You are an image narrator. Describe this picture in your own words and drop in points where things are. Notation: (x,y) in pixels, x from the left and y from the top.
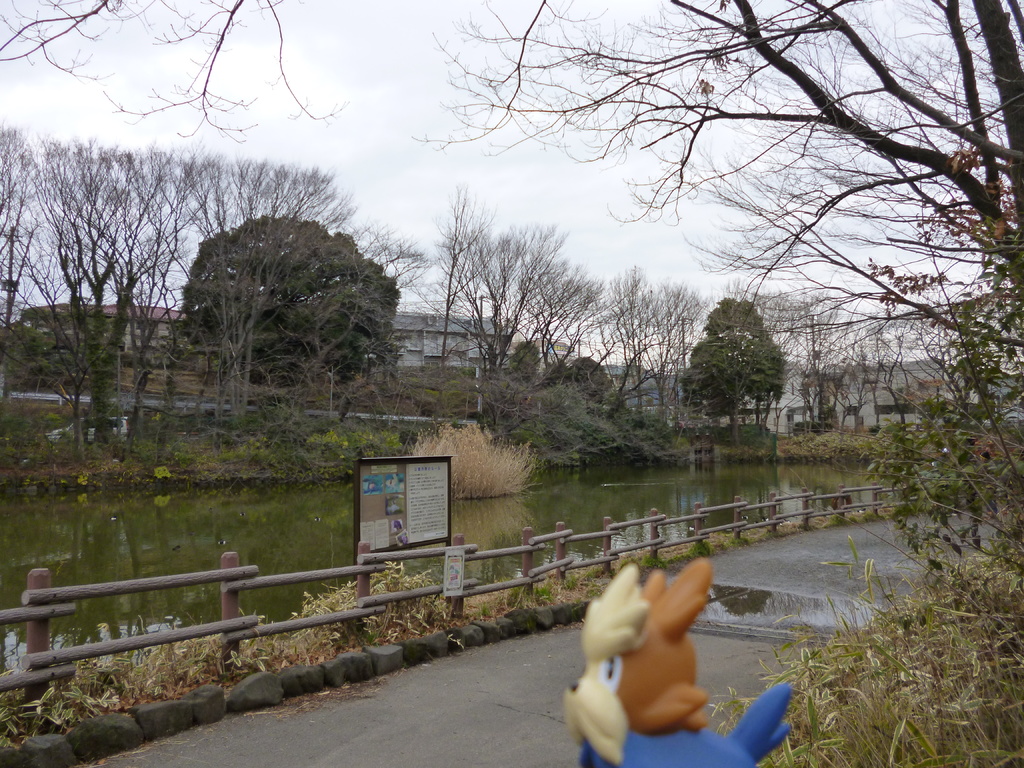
In this image there is a lake (478,524) beside that there are trees (554,446) and buildings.
